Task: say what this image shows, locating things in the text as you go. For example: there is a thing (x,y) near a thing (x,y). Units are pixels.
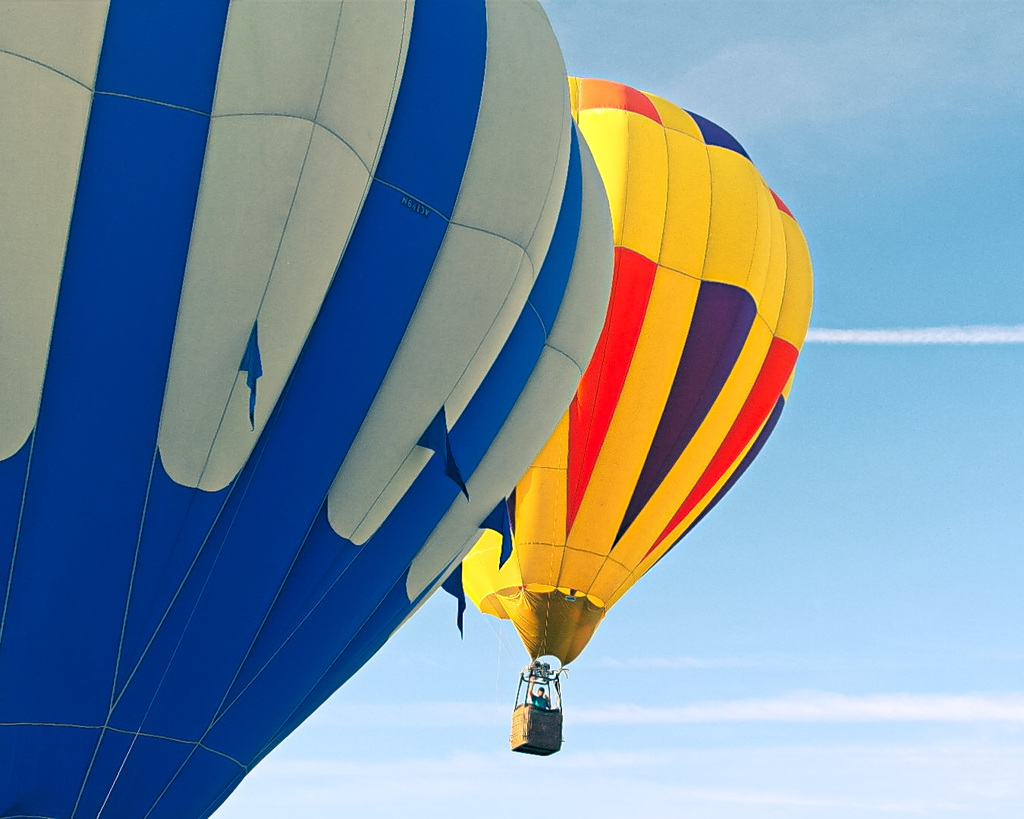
In this picture there are two gas balloons (492,405) which are in blue and yellow color are in the air (571,697) and there is a person (544,703) in yellow color gas balloon (563,587).
